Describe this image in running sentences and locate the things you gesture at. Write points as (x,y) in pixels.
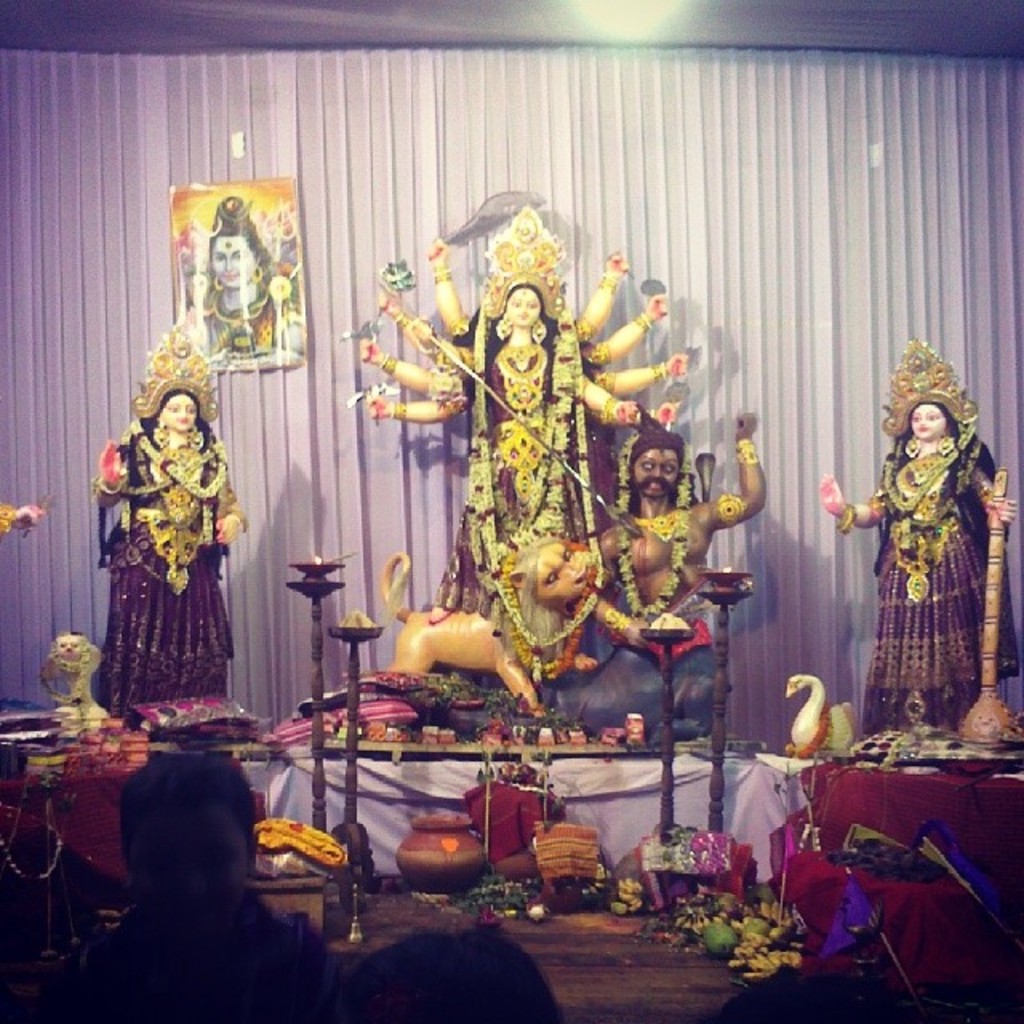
In the center of the image (468,378) we can see a statue (522,580). On the right side of the image (932,615) we can see statue (914,608) and lights (727,634). On the left side of the image (102,568) we can see statue (120,532) and lights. At the bottom (759,958) we can see fruits (716,917), flowers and person (187,761). In the background (124,174) there is a poster (235,197) and curtain (631,173).
